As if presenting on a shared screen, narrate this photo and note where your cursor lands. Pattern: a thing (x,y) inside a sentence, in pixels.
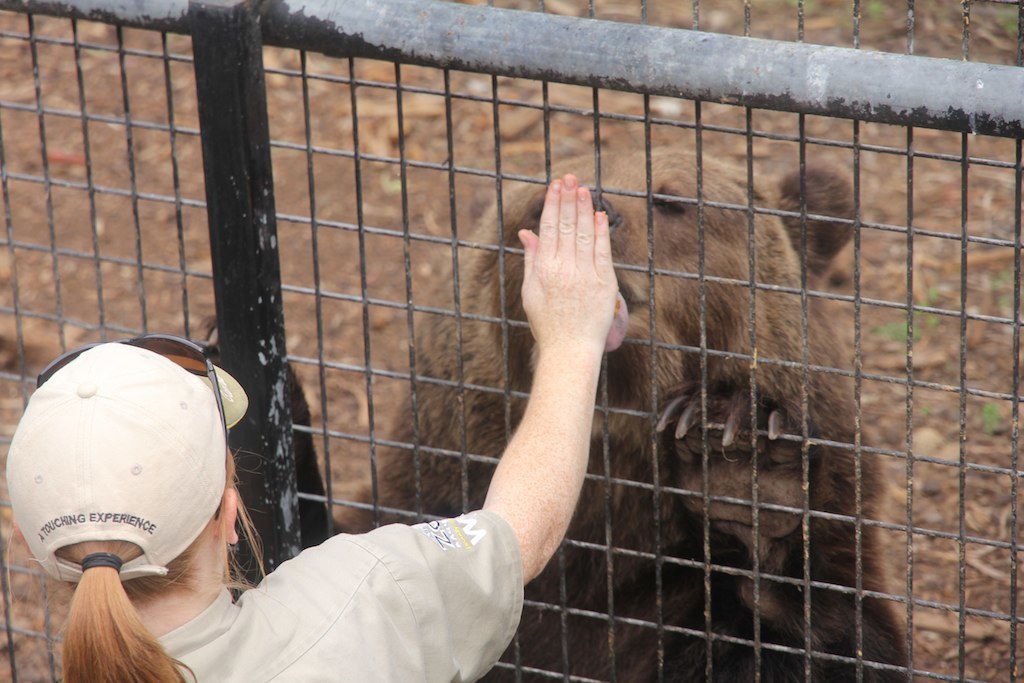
In this image there is a woman (259,629) wearing hat (173,422) and glasses (46,380), in front of her there is a fencing (999,111), behind the fencing (675,271) there is a bear (672,382).
